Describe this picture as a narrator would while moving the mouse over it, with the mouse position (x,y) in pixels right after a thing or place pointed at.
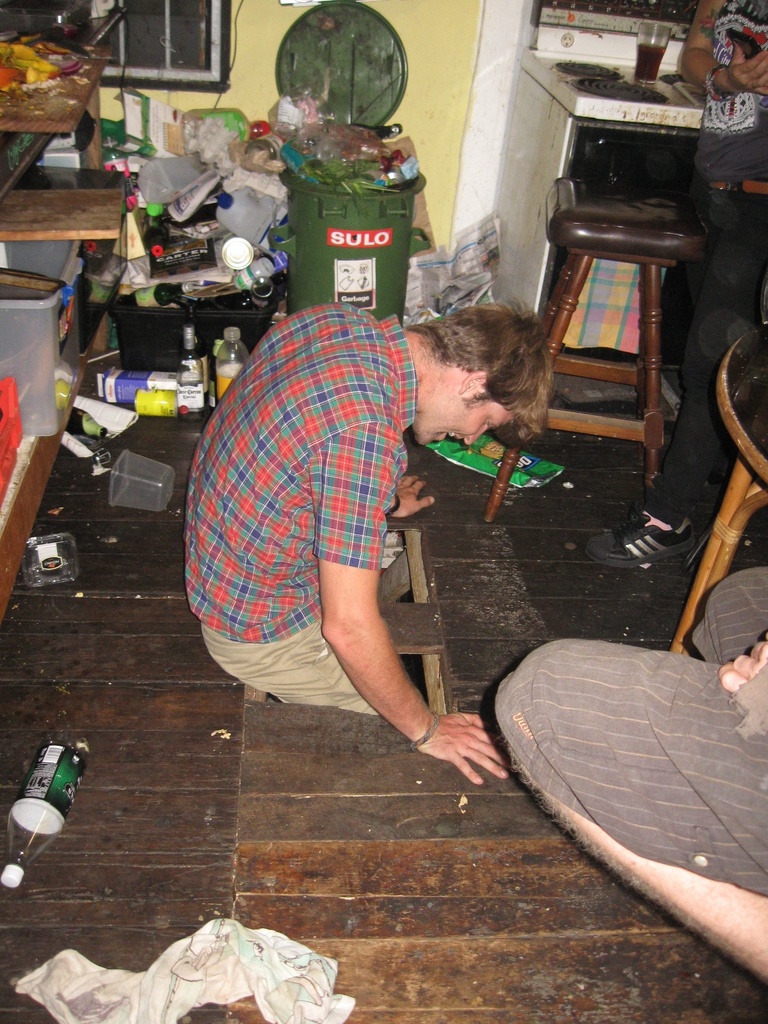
In this image I can see a person (381,370) and I can see a table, bottles (150,182) and containers (308,269) and some other objects (327,175) visible on the ground (616,626) and on the right side (734,808) I can see person (720,470) standing and person (660,837) sitting in squat position at the top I can see yellow color wall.
